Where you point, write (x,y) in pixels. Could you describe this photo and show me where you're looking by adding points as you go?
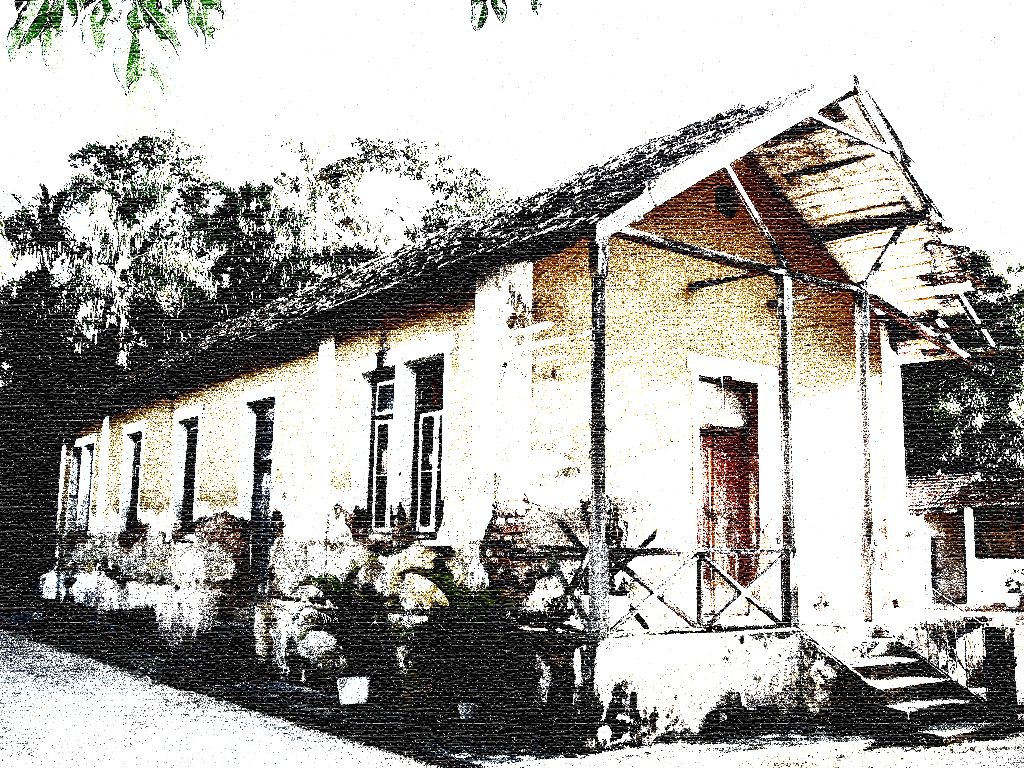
In the center of the image (531,475) we can see a house (561,465). On the left side of the house (532,547) we can see plants (319,642). In the background (104,288) there are trees (169,254) and sky (516,91).
